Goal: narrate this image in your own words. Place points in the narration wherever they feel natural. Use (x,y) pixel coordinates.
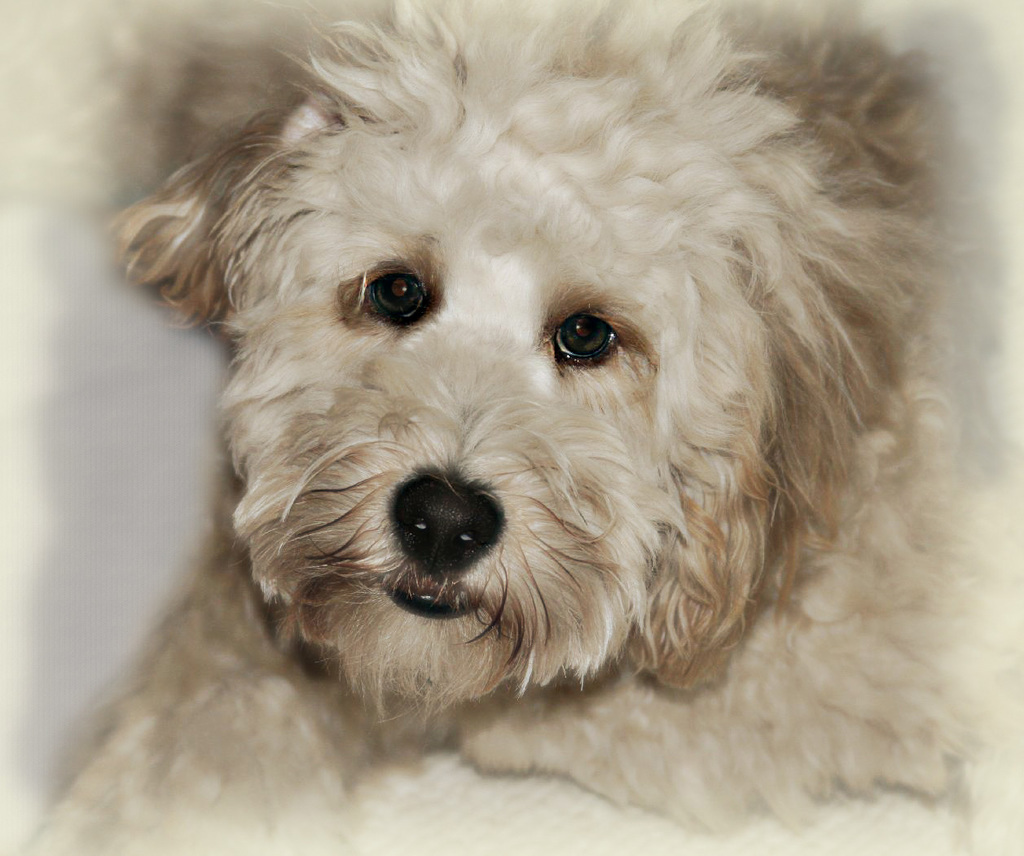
This is a picture of a white color dog (918,158).
